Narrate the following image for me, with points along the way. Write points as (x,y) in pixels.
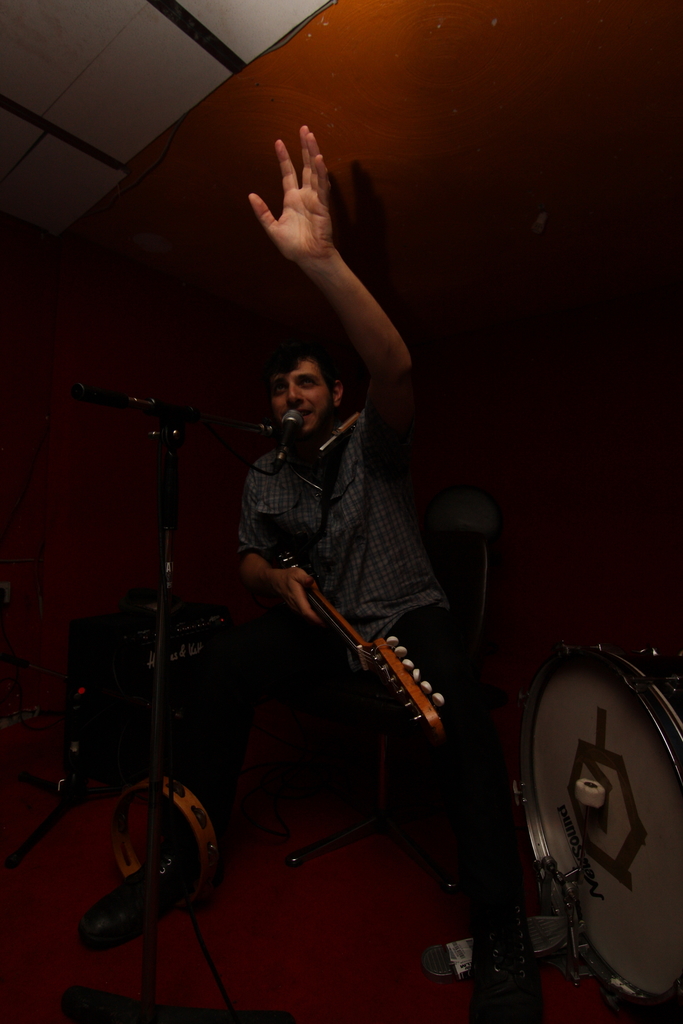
In this image there is a man (362,583) sitting on a chair (480,560) performing in front of the mic (292,417) holding a musical instrument (391,643). On the right side (644,789) there is a drum (644,789), on the left side (106,404) there is a mic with a stand (165,428). In the background (461,203) there is a wall (391,210).
